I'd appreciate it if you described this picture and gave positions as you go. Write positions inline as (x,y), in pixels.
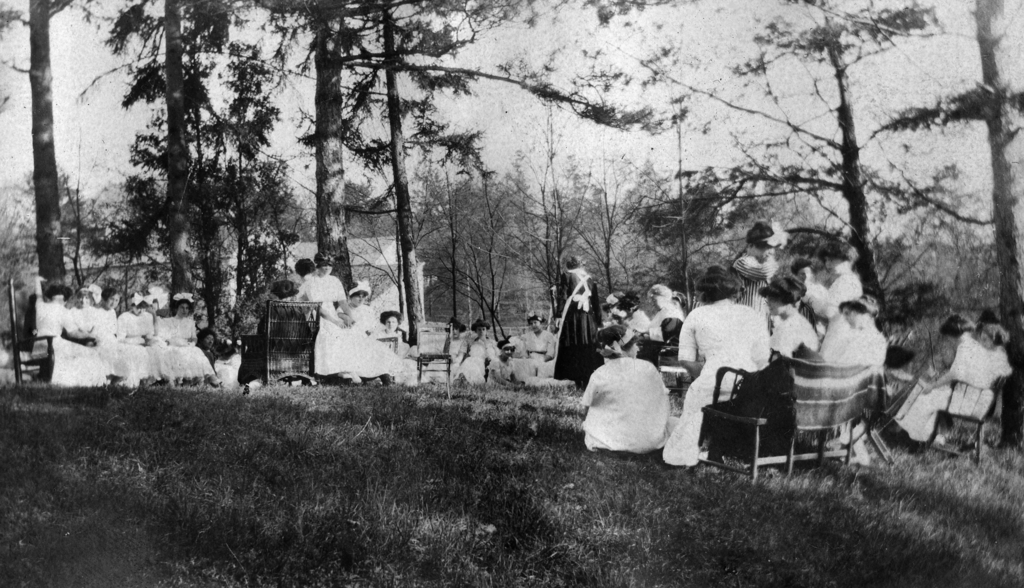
In this image I can see few trees (326,162), grass (874,534) and few people (735,315) are sitting on the benches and few people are standing. The image is in black and white.
